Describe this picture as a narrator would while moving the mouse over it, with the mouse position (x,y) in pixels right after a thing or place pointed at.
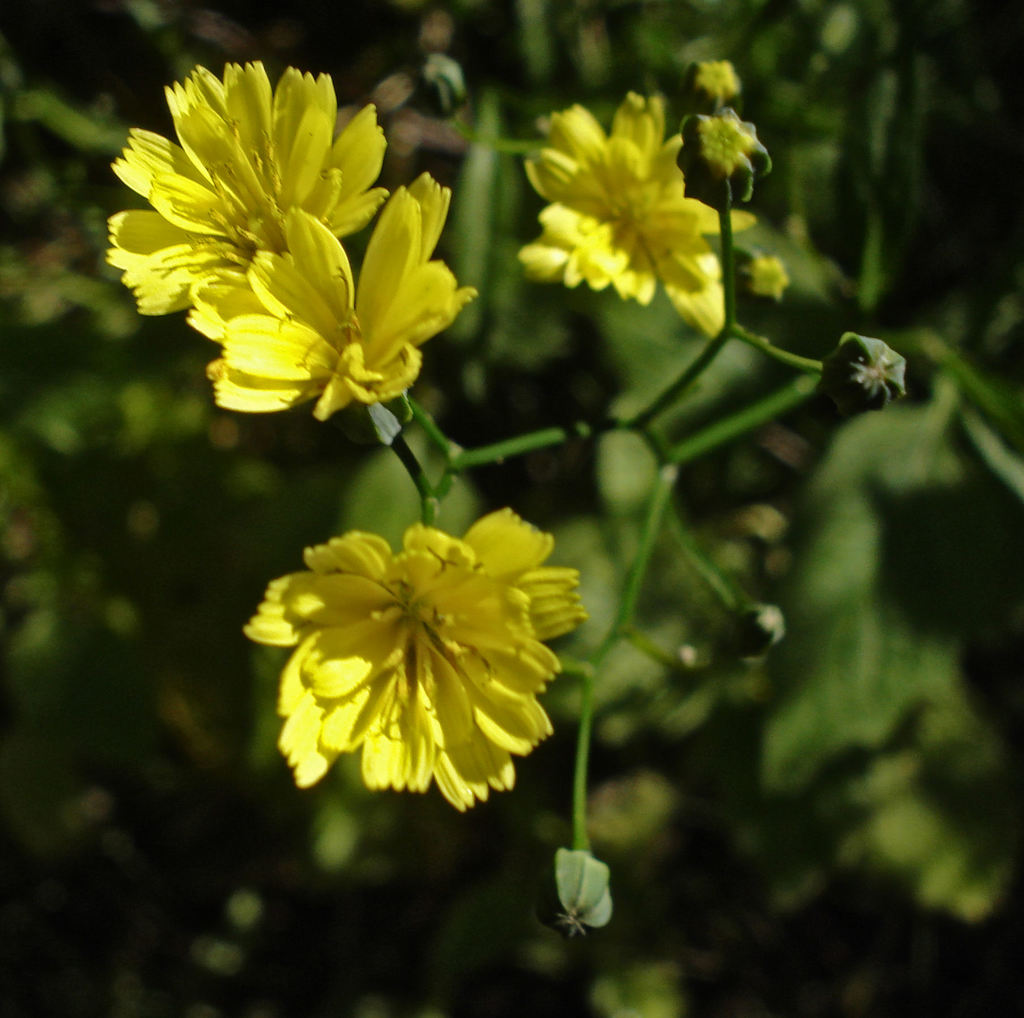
As we can see in the image in the front (221,321) there are plants (221,321) and yellow color flowers (361,742). The background (75,641) is blurred.
